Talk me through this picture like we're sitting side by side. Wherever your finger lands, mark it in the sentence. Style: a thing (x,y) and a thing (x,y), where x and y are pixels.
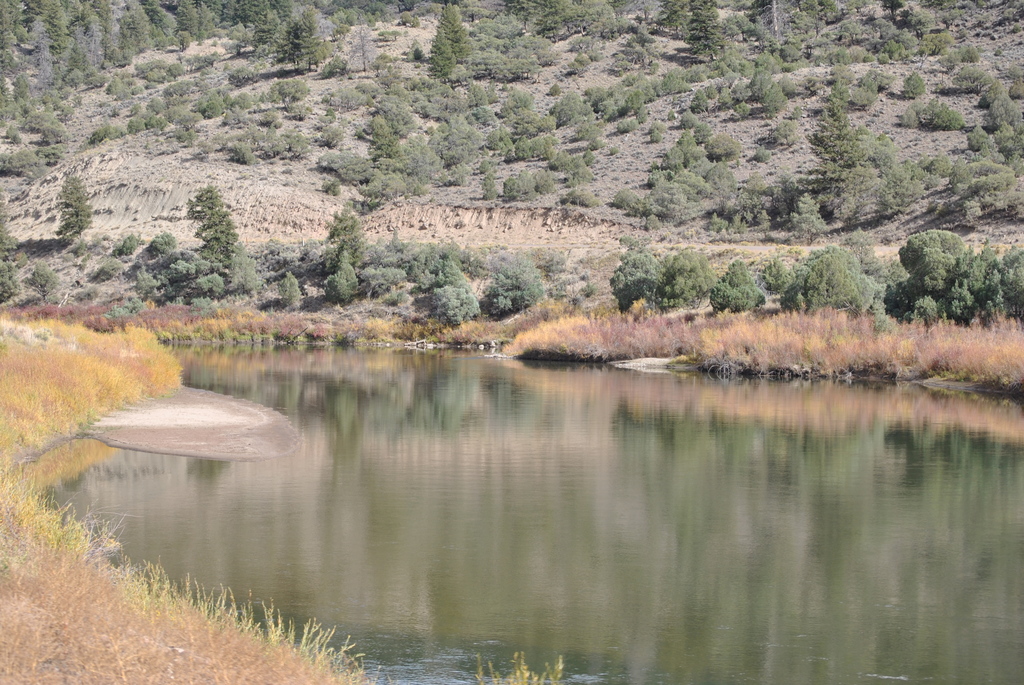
In this picture I can see there is a small lake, grass (34,618) on left (51,639) and right sides, there is a mountain (77,246) in the backdrop (281,276), there are trees (449,253) on the mountain (342,242) and there is some soil (410,204) on the mountain (446,204).
